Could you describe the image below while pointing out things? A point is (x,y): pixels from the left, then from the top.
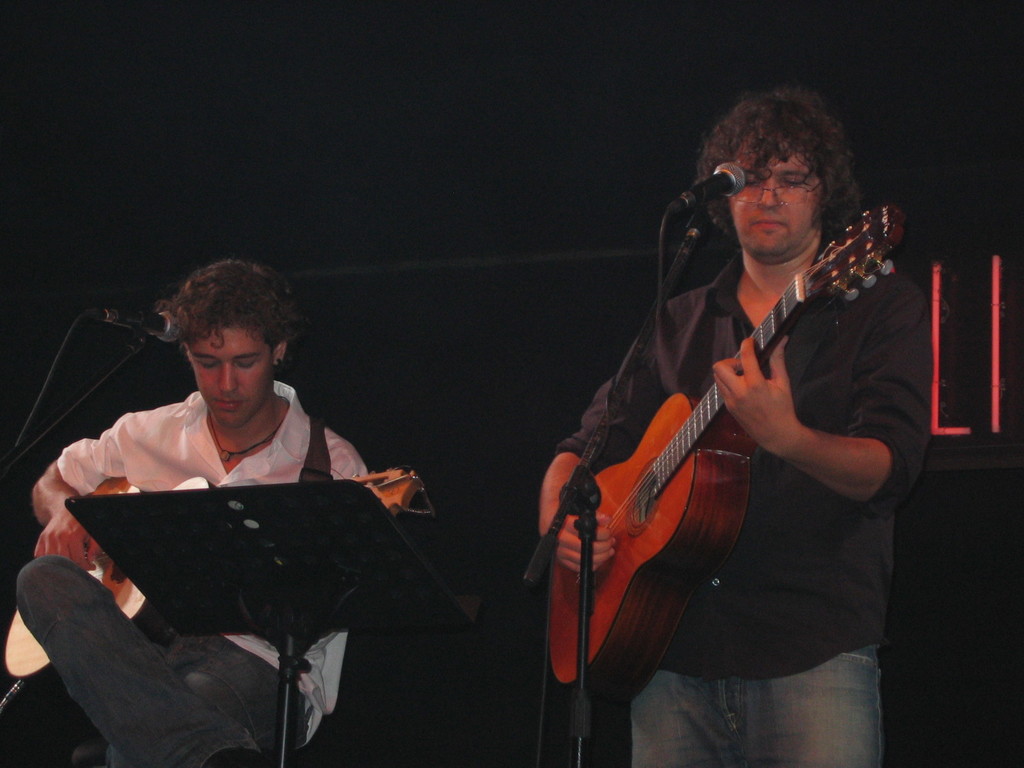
This picture shows a man (805,736) Standing and playing guitar (741,500) and we see other man (58,489) seated and playing guitar (401,474) and we see microphone (690,193) in front of them.
